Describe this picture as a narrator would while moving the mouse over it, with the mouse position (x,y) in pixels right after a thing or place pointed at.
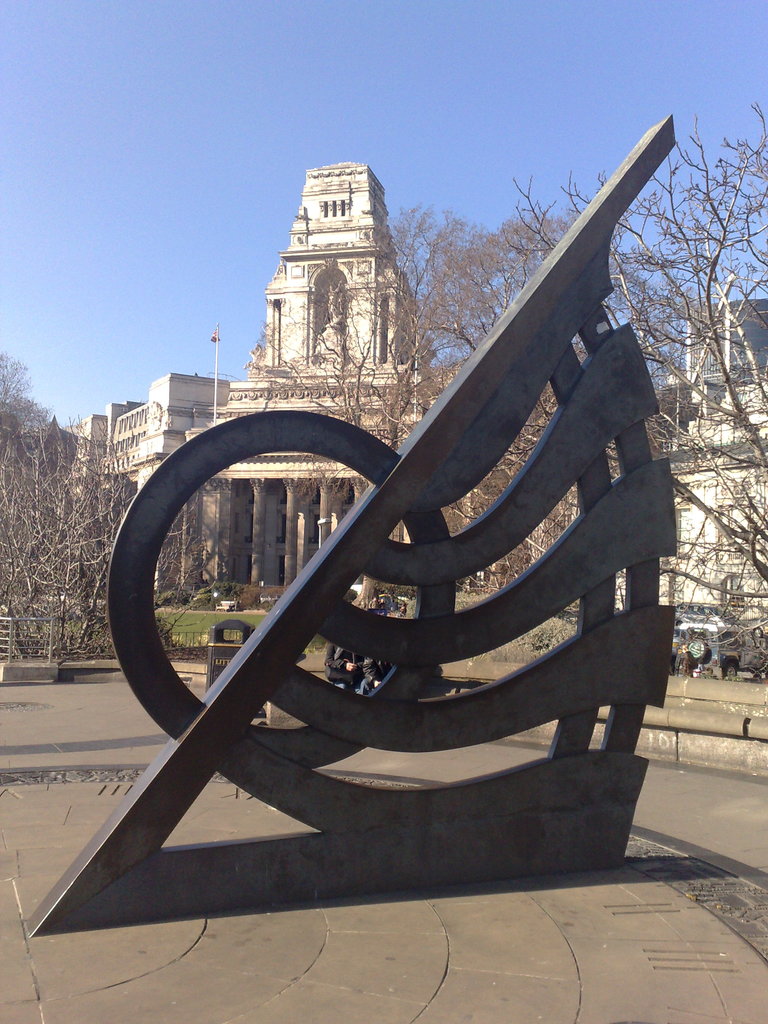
In this image I can see buildings (320,402), pillars (287,496), dry trees (36,481), vehicles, dustbin (228,655) and few people (380,676) are sitting. In front (391,700) I can see the black color object (428,466). The sky (476,180) is in blue color.
